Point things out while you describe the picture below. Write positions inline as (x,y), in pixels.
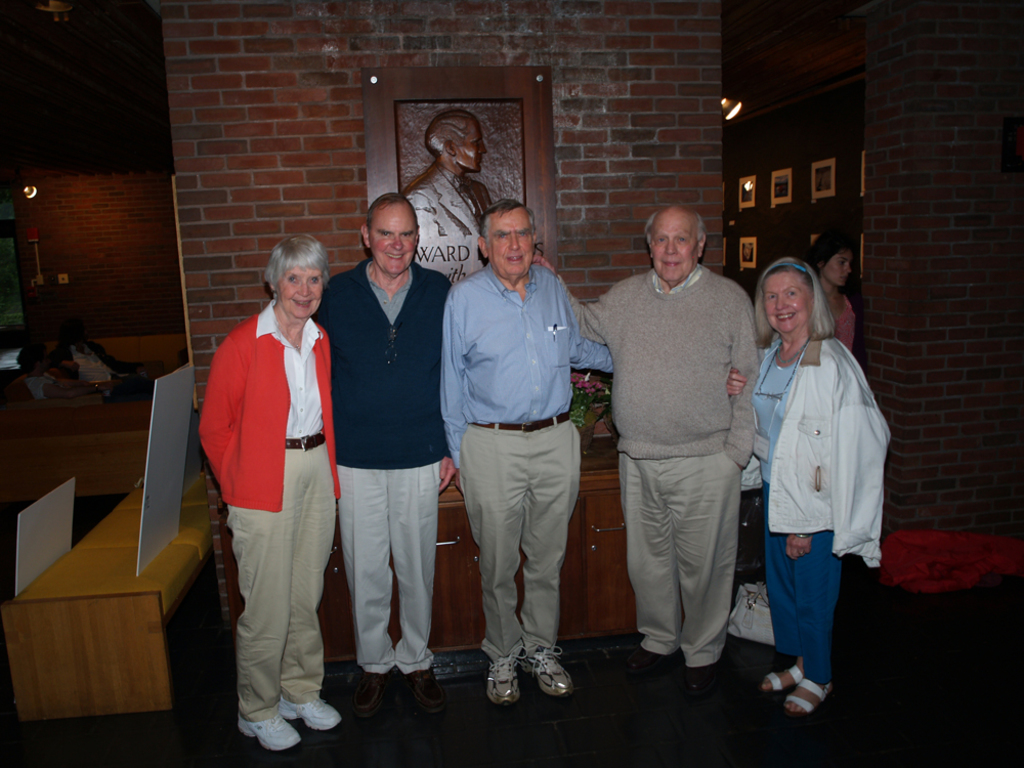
In this image, we can see a group of people (615,423) are standing, seeing and smiling. Here we can see wall (617,178), some art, photo frames (835,171), bag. Background (838,265) we can see few people (108,362). Few are sitting. Here we can see lights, desk (170,597), table (72,656), boards (165,546).
